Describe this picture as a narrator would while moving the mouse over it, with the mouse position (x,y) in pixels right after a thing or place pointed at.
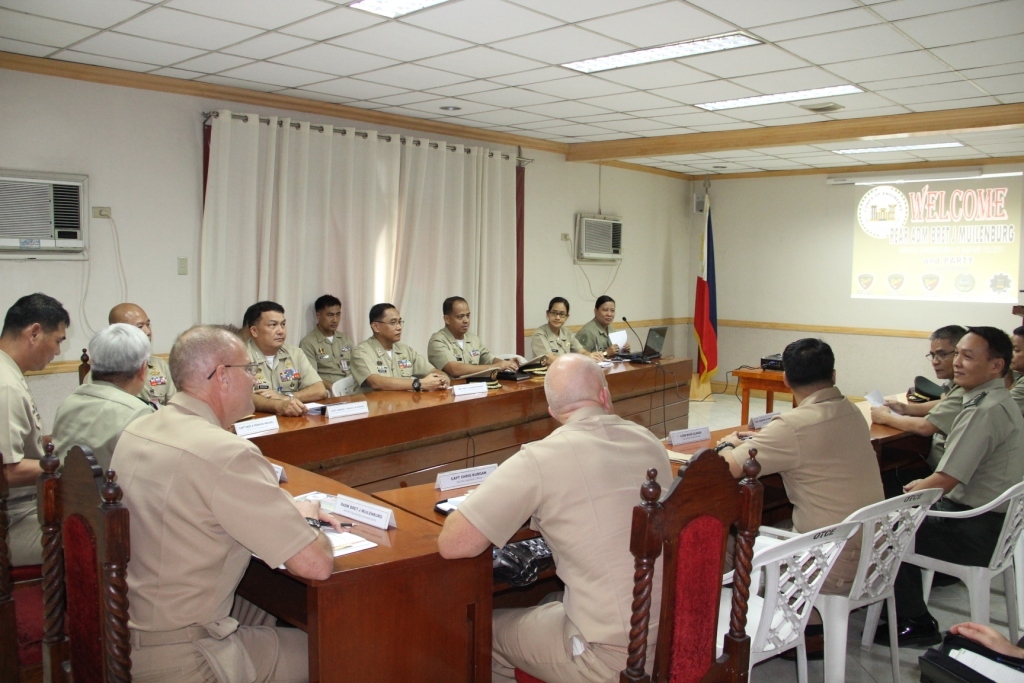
A group of army officers (304,381) are sitting around a table (283,455) and discussing. There are some women (576,344) in the group (576,344). There is a screen (856,272) in the front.
